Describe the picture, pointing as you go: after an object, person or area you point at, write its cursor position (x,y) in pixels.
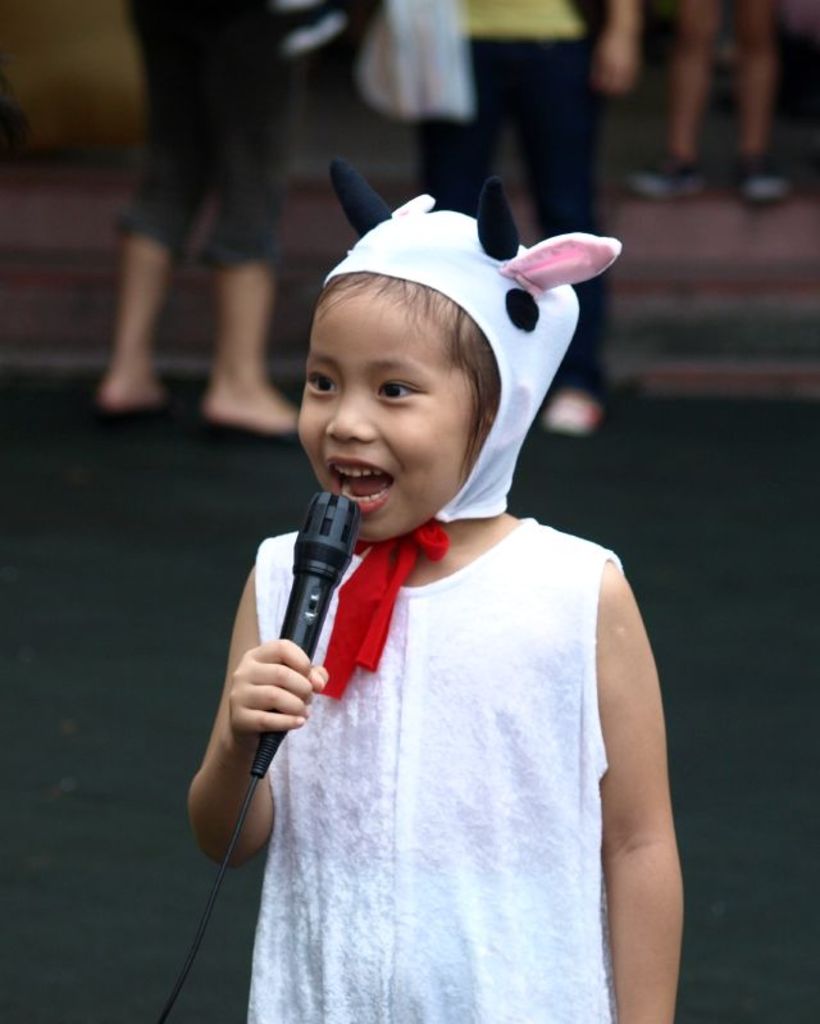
In this picture we can see a girl (426,526), she is singing and she is holding a microphone (289,609) in her hand (277,648). in the background (206,178) we can see some peoples (246,43) are standing.
